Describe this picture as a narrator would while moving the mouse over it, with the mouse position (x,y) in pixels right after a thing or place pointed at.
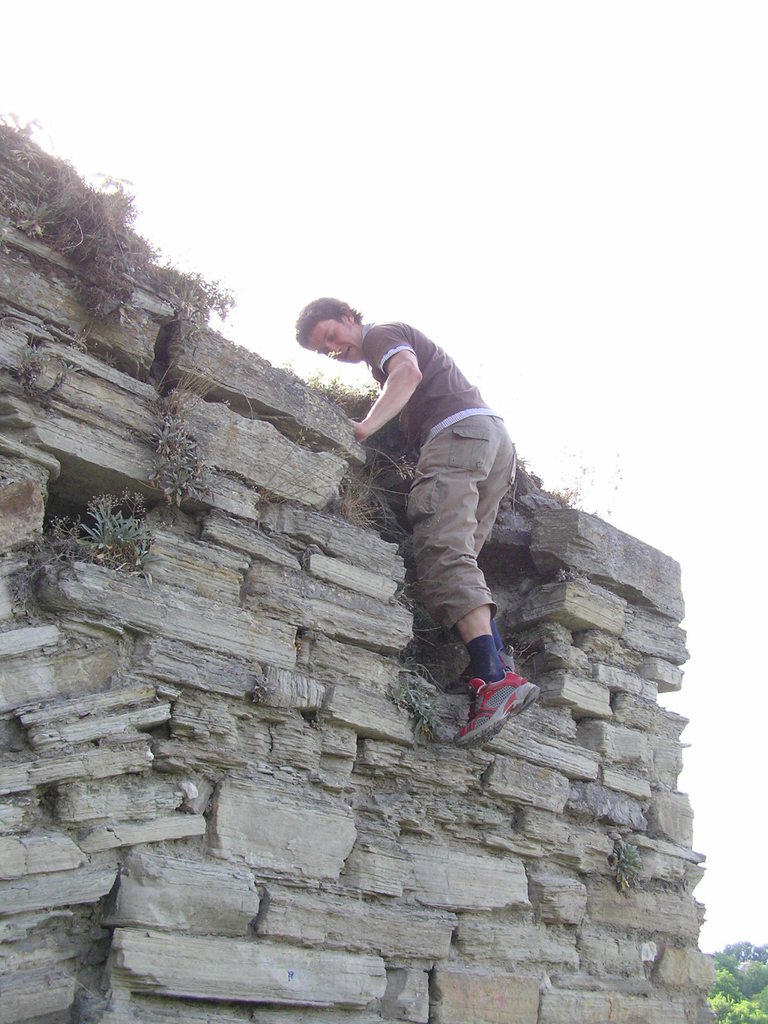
In this image we can see rocks (310,582), plants (24,602) and a person (472,420). On the right side (737,1010) bottom of the image (730,955) there are some trees (749,1003). At the top of the image (371,207) there is the sky (394,231).
